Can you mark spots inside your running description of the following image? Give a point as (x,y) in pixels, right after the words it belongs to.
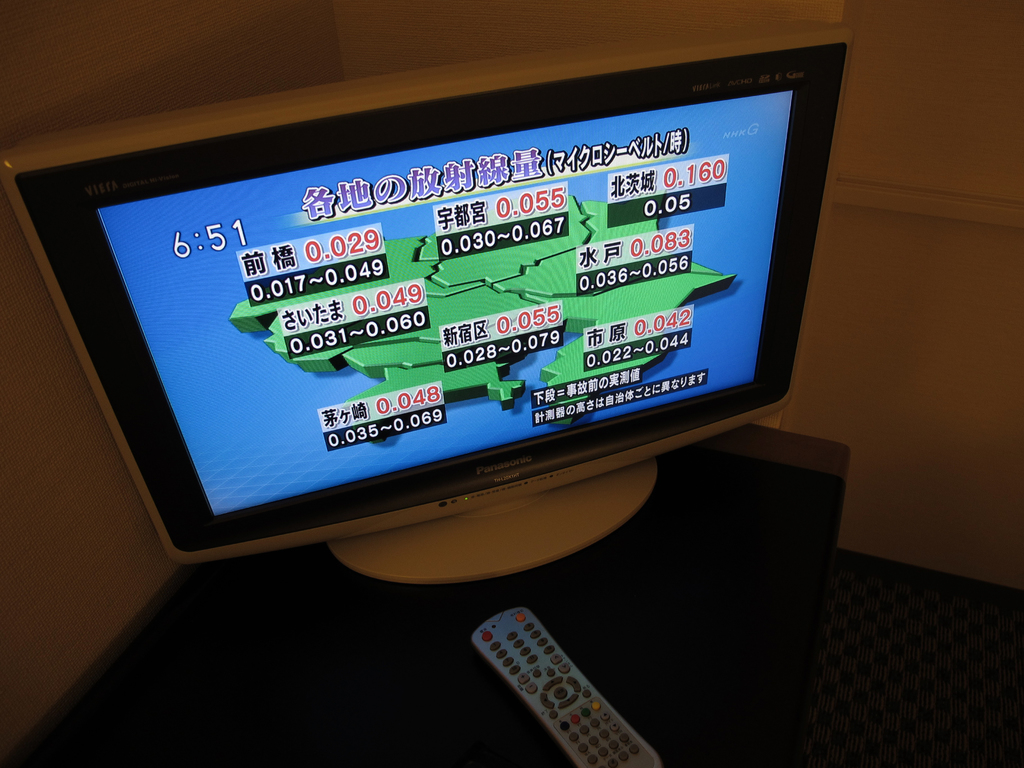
In this picture I can see a television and a remote (566,673) on the table (611,569), there is carpet (893,624), and in the background (894,280) there is a wall (894,147).
